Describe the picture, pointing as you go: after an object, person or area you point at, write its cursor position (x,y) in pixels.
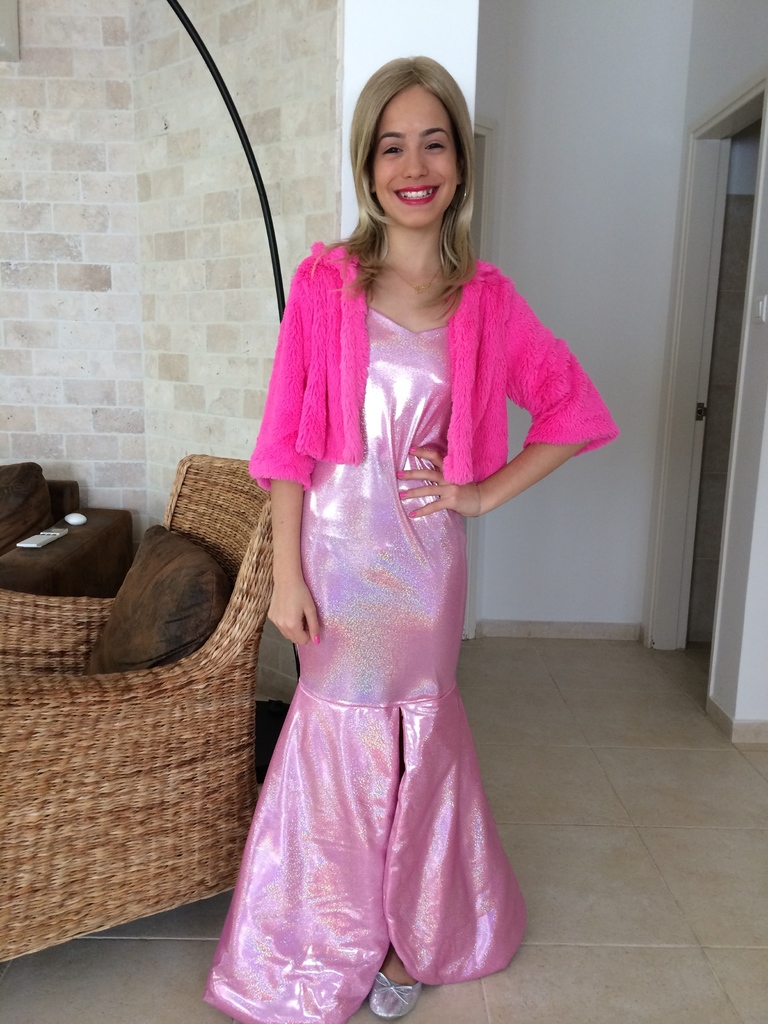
In this image I can see the person (442,412) with pink color dress (374,493). To the left (93,709) I can see the couches (62,685) and pillows (5,530). In the background (236,173) I can see the wall (190,104).
